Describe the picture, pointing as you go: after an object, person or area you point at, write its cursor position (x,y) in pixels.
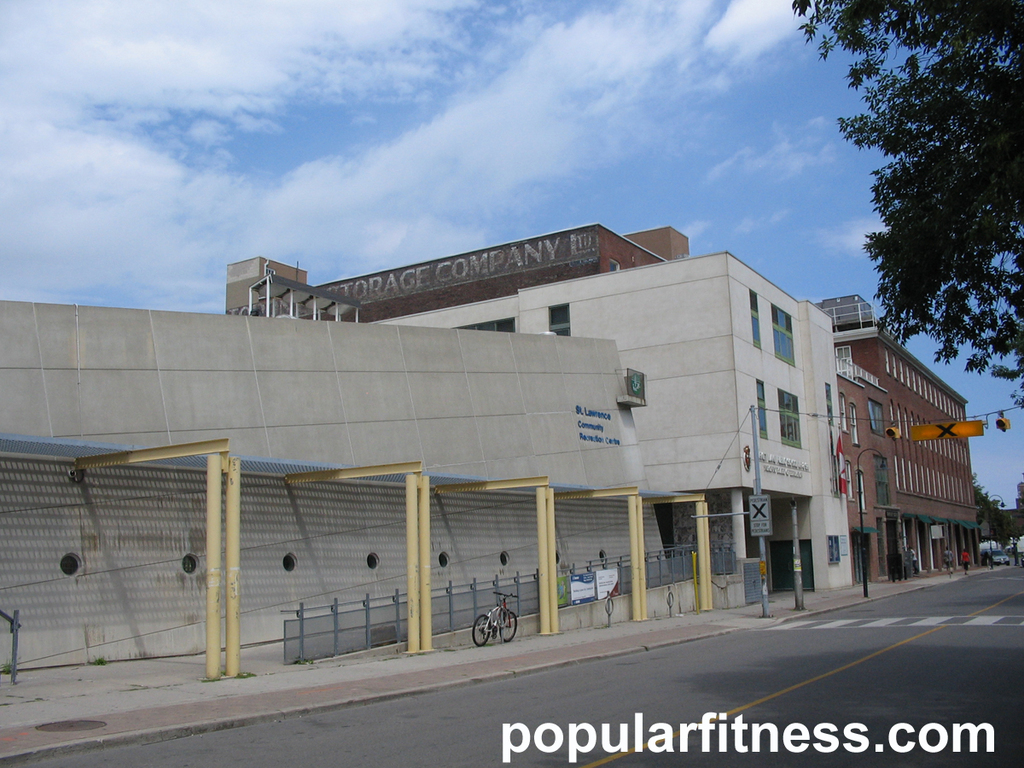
These are buildings (333,398), this is bicycle (496,635) and a tree (977,210), this is road (843,653) and a sky (473,122).
